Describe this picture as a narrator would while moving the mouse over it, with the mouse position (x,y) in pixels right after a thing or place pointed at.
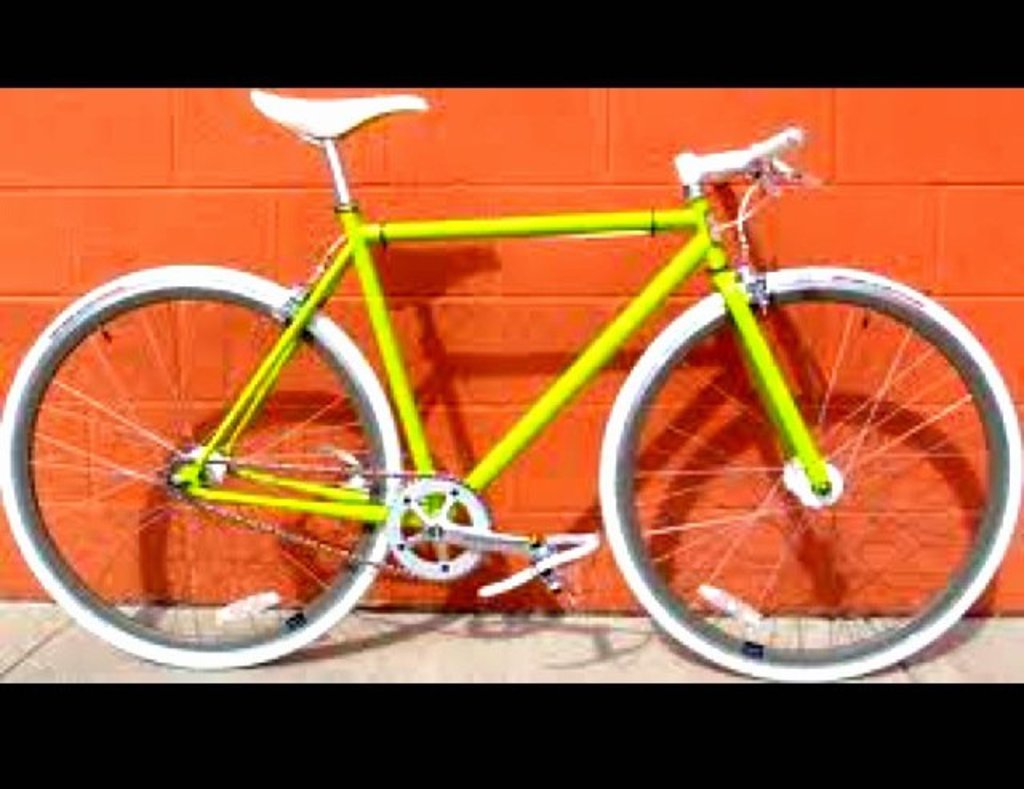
It is a cycle (639,437) in green color, behind this it is the wall (294,351).
